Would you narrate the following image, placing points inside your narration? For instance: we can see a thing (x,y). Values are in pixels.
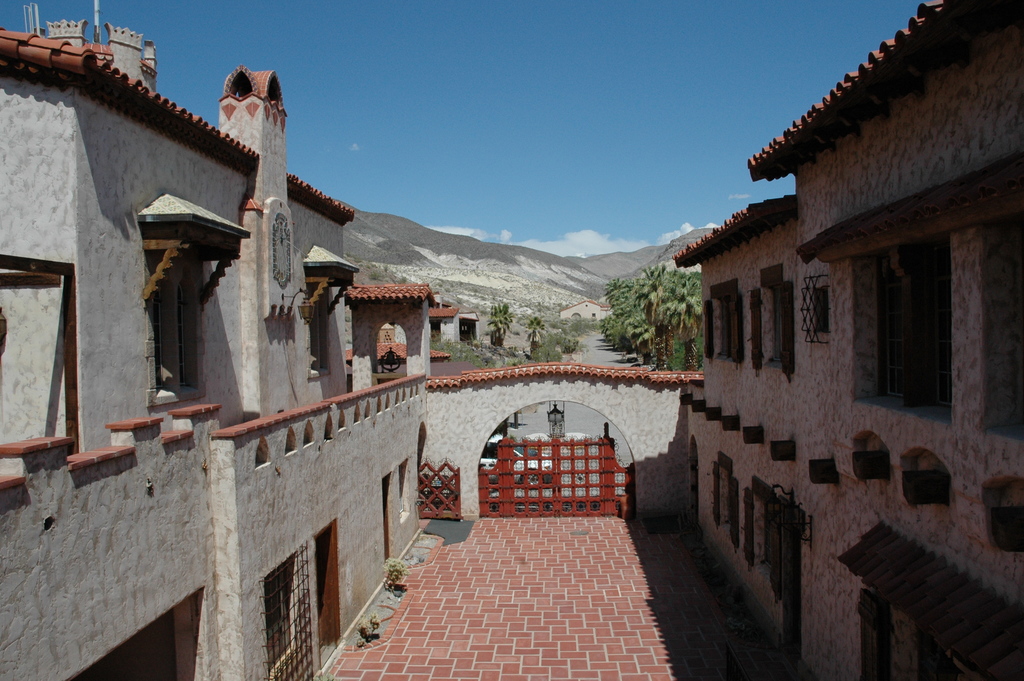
In this image I can see few buildings (259,215), windows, trees (661,277), mountains (525,256) and the sky (557,143) is in blue and white color.
